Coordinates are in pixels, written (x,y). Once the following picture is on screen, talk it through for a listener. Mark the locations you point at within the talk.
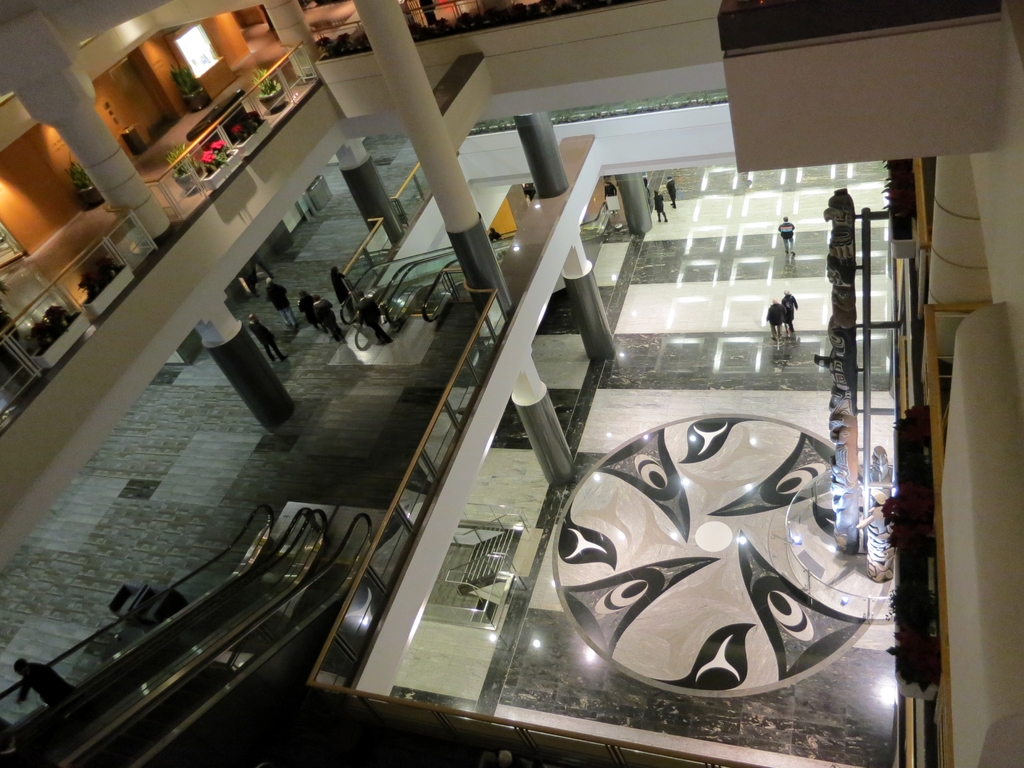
This image is clicked from top of building (673,159) and there is a ground (718,555) in the middle (590,486) and there is a design (572,595) on the floor (565,589) beside there is a pole (837,272) and on which sculptures (848,398) attached, some persons (789,299) visible on stair case (470,559) and beams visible on the ground (684,297), and there is a escalator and persons (275,294) visible at above the ground (724,483) and top which I can see another floor (165,148) and on the floor (183,132) I can see flower pots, plants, window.
